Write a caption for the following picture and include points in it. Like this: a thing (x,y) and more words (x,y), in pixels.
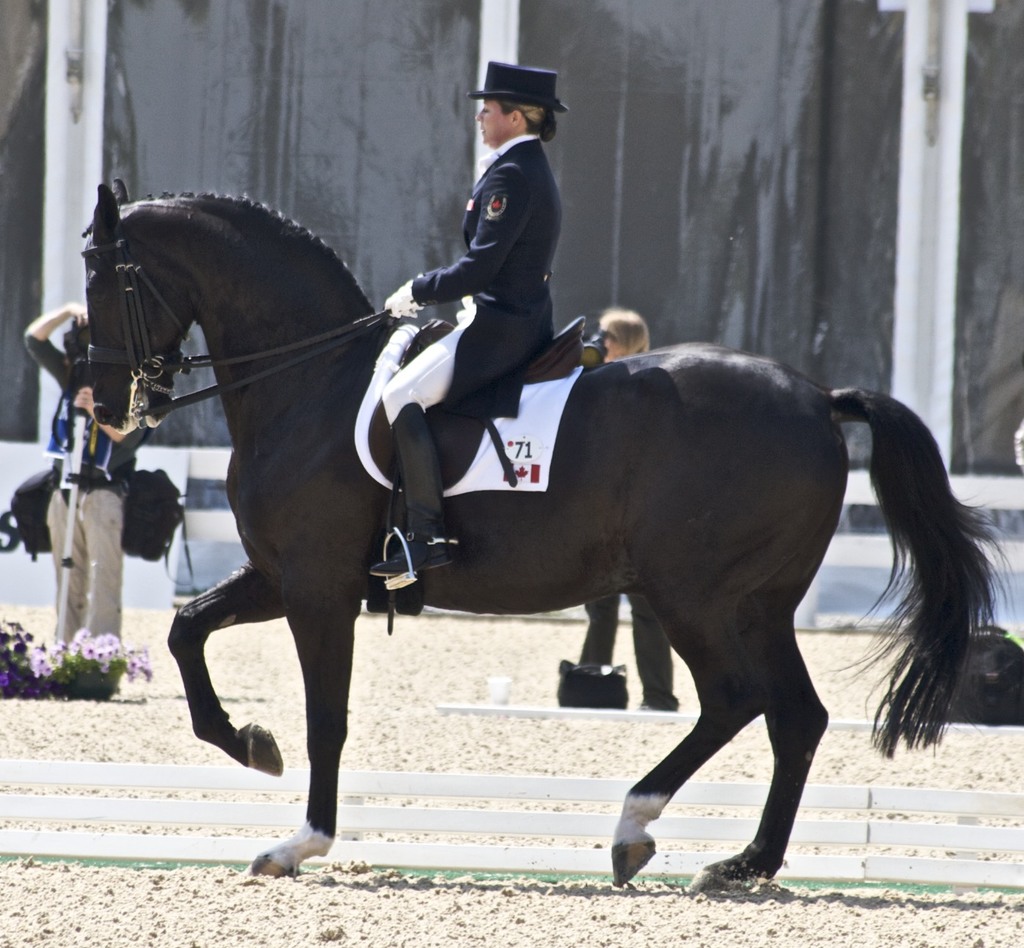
In this image a lady (446,398) is riding a horse (724,460). She is wearing uniform (489,278) and a cap (516,66). In the background (101,493) there are people (121,509) standing and curtain (298,66) is there.
